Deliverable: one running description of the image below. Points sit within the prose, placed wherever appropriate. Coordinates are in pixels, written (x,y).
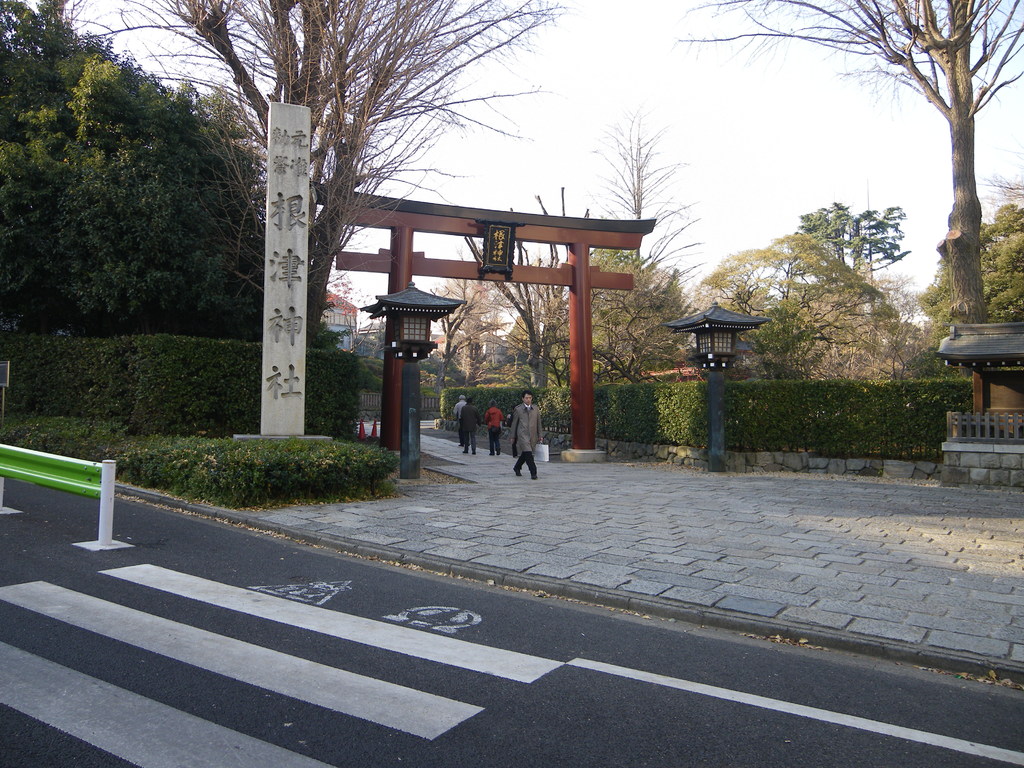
There are four persons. Here we can see plants (340,477), road (422,611), pillars (586,331), trees (94,190), and buildings (969,342). In the background (910,119) there is sky (894,177).
